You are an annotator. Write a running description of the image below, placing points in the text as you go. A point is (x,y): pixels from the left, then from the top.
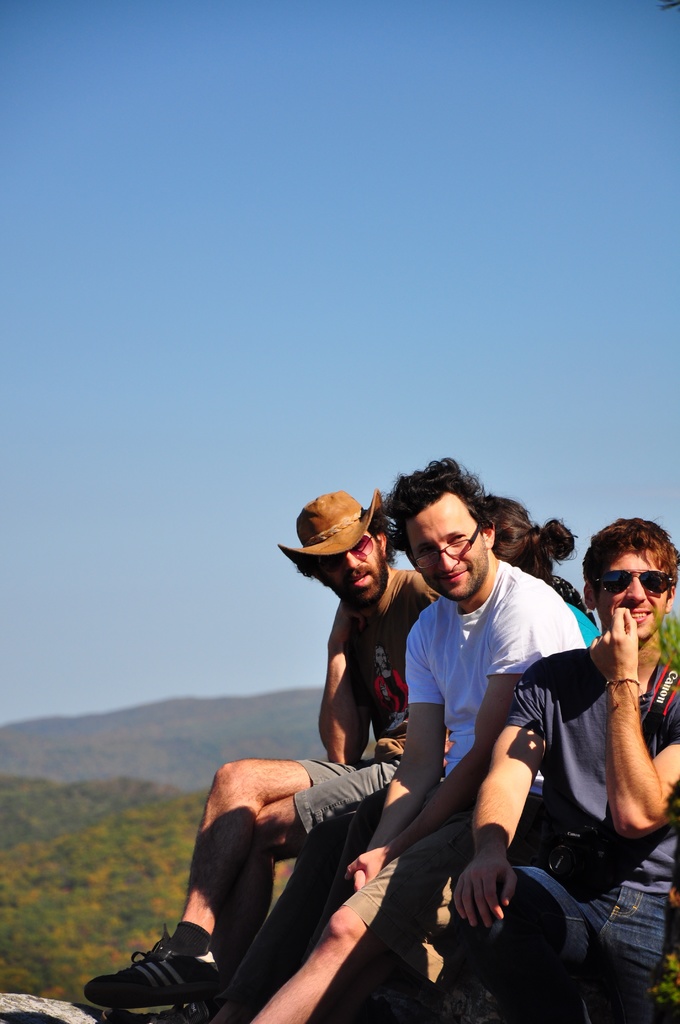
In this image in the front (382,745) there are persons (382,745) sitting and smiling. In the background (164,787) there is hills (179,739) with trees (115,917) and sky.
